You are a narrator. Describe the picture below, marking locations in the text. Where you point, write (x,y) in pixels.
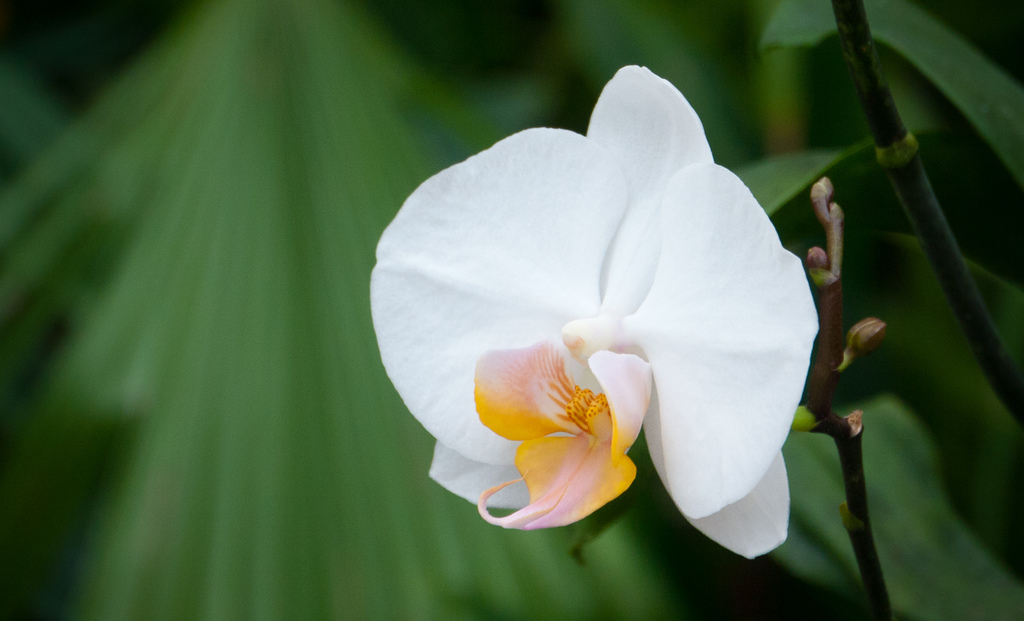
In this image I can see the flower (718,338) in white, yellow and light pink color and I can see few leaves (249,130) in green color.
